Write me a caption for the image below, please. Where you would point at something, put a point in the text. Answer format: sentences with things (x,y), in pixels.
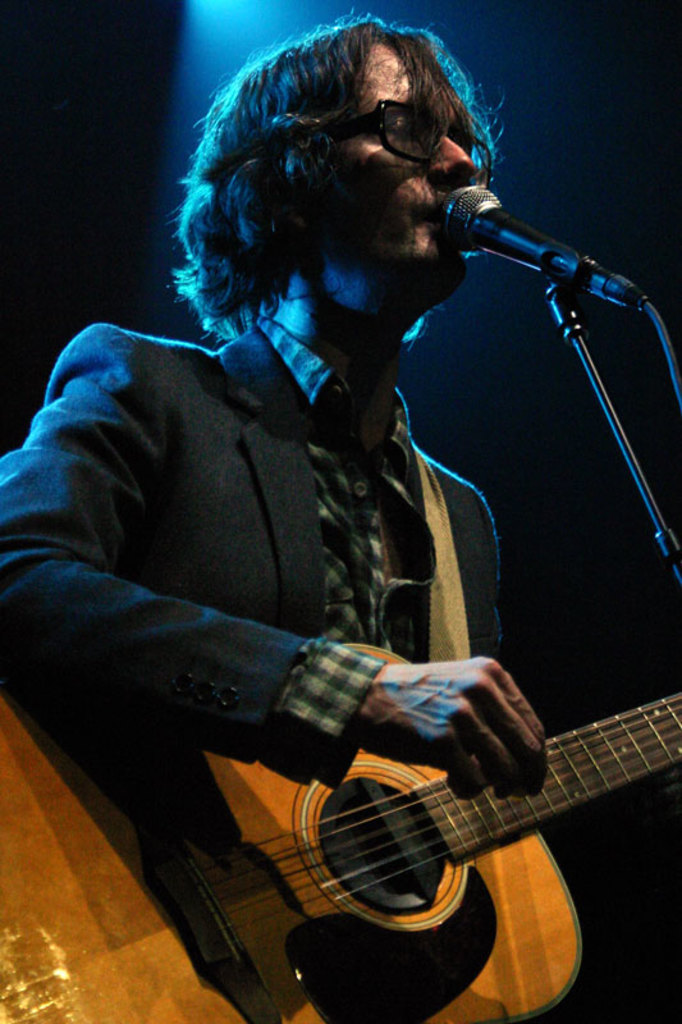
This picture shows a man (49,627) standing and playing guitar (287,854) and singing with the help of a microphone (451,222).
